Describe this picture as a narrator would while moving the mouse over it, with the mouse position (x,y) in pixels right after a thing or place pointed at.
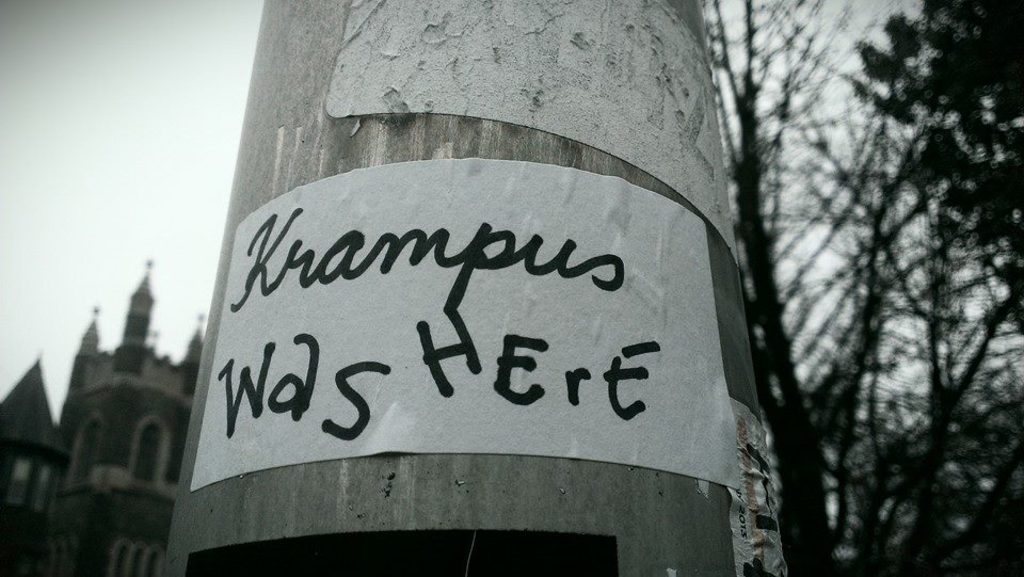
This is a black and white image. In this image we can see some papers (384,367) pasted on a pole (442,484). On the backside (822,463) we can see the branches (807,468) of a tree (779,406), a building (181,440) and the sky (197,211).
